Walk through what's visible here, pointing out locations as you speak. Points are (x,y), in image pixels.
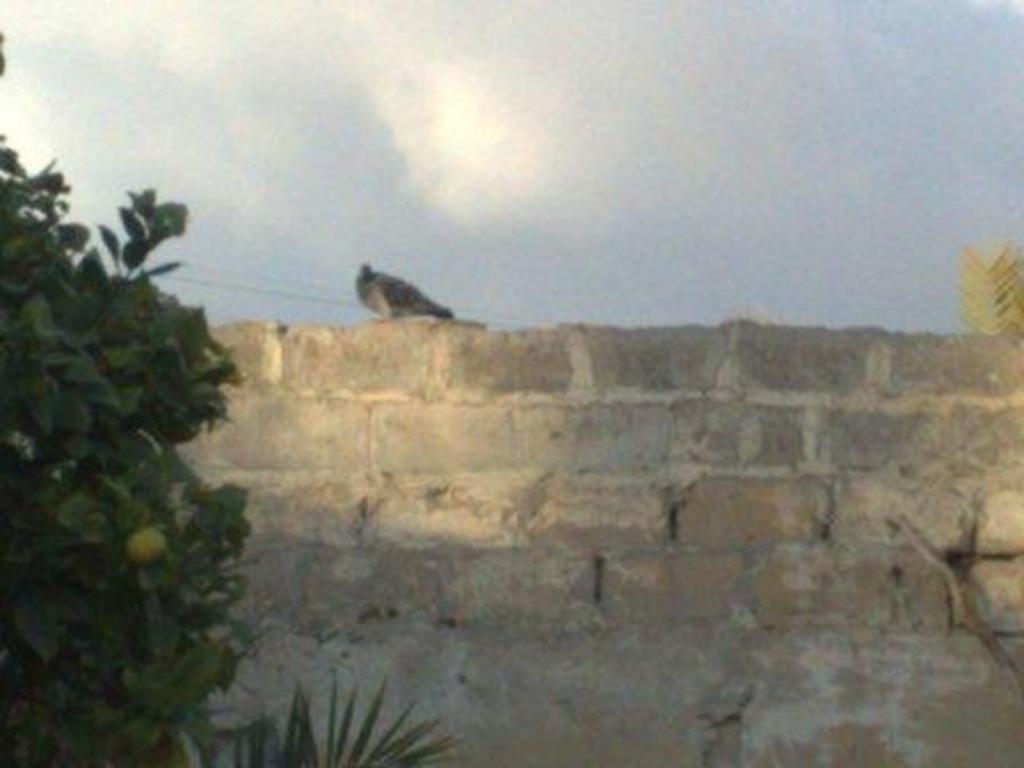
On the left side (74,394), there is a tree (36,347) having green color leaves (79,639). Beside this tree (98,663), there is a plant (306,726) and there is a bird (395,297) which is on a brick wall (505,501). In the background (435,289), there are clouds (615,116) in the sky (510,84).
